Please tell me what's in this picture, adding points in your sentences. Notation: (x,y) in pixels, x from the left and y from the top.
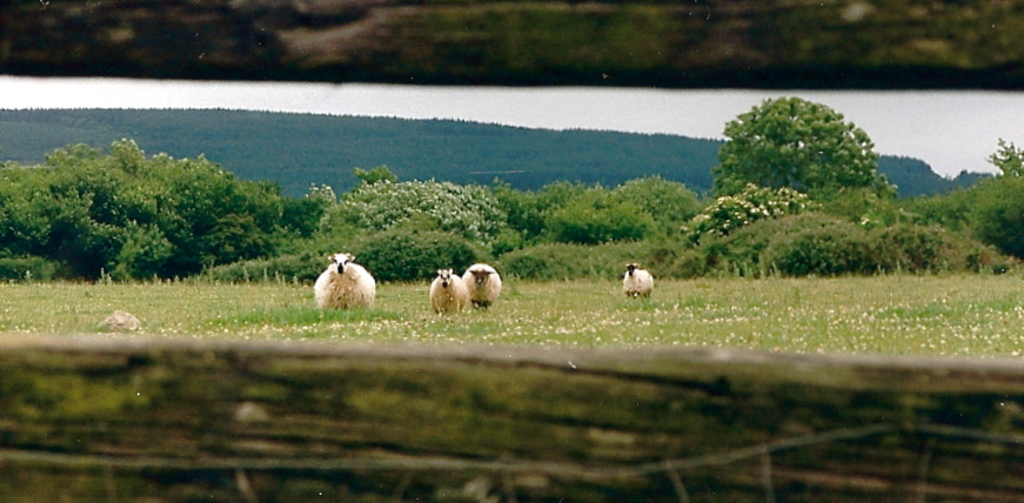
This picture contains four sheep (329,280). At the bottom of the picture (313,437), we see a wooden fence (761,363) and the grass (816,318). In the background (664,231), there are many trees (525,167).
